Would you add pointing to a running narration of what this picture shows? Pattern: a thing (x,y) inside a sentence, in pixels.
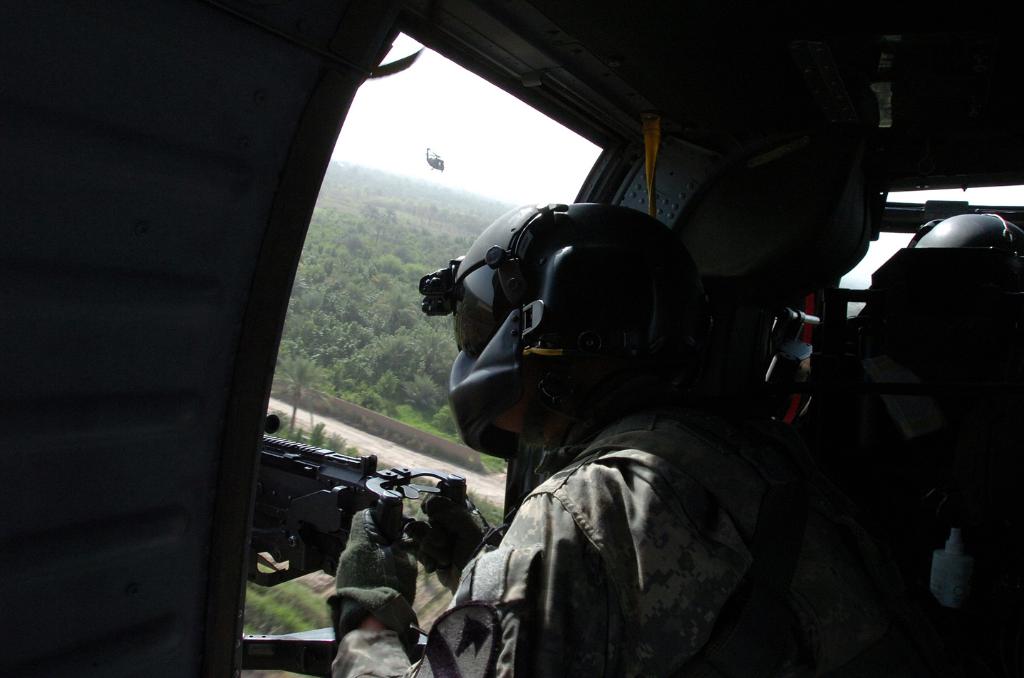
This image consists of a person (523,605). It looks like he is sitting in an aircraft (108,516) and holding a weapon (295,514). He is wearing a helmet (608,341). In the front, we can see many trees (345,303). At the top (434,176), there is the sky (432,172). And we can see a helicopter (434,165) in the sky (416,167).
